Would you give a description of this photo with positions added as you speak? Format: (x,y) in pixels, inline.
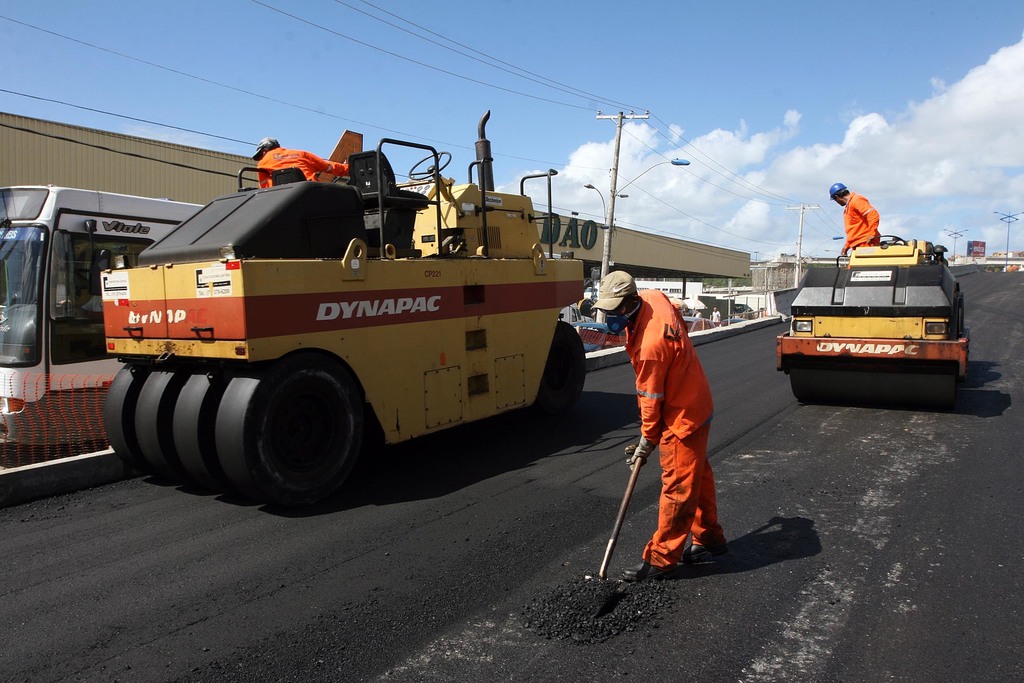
In this image there is a person (638,393) wearing orange shirt (649,407) is standing on the road (598,648). He is holding a stick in his hand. He is wearing mask (616,320) and cap (617,274). Beside it there are few vehicles (373,371) on the road (320,533). A person (839,196) is standing on the vehicle (880,356). He is wearing a cap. There are few persons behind the vehicles (223,312). There are few poles (807,209) connected with wires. There are few street lights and buildings (748,266). Top of image (763,110) there is sky (794,167).
